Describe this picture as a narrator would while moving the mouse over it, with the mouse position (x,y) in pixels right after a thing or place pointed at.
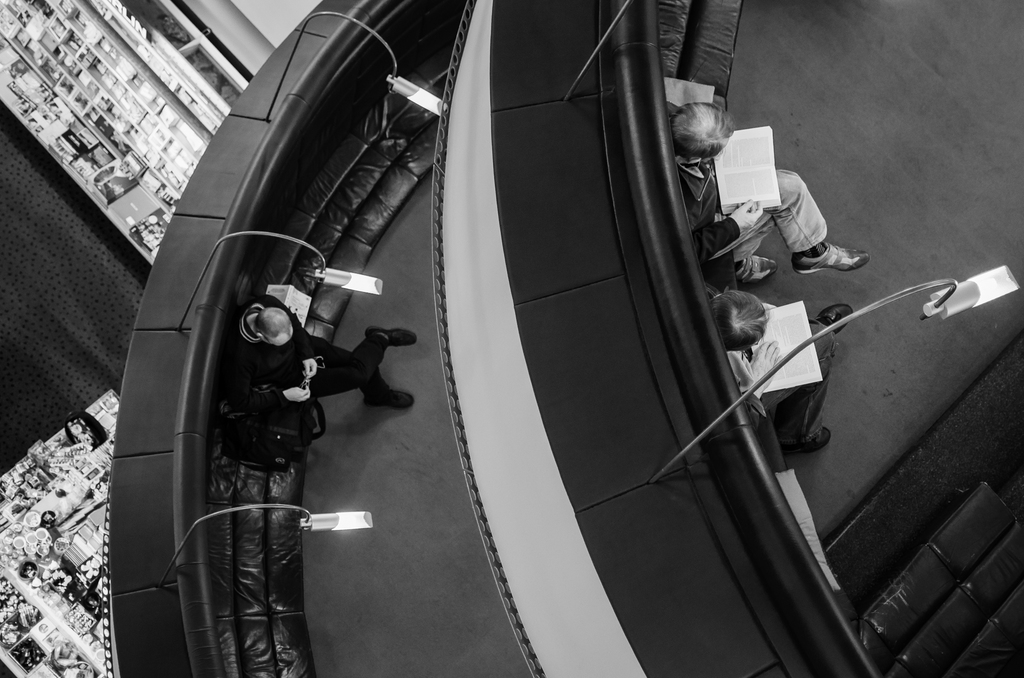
It is the black and white image which is clicked inside the building (410,472). In this image there are two people (716,232) on the right side (716,232) who are sitting and reading the books (771,338). On the left side (287,340) there is another man (279,361) who is sitting on the sofa (200,366). Beside him there is a bag (272,411). At the top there are lights (351,16).
